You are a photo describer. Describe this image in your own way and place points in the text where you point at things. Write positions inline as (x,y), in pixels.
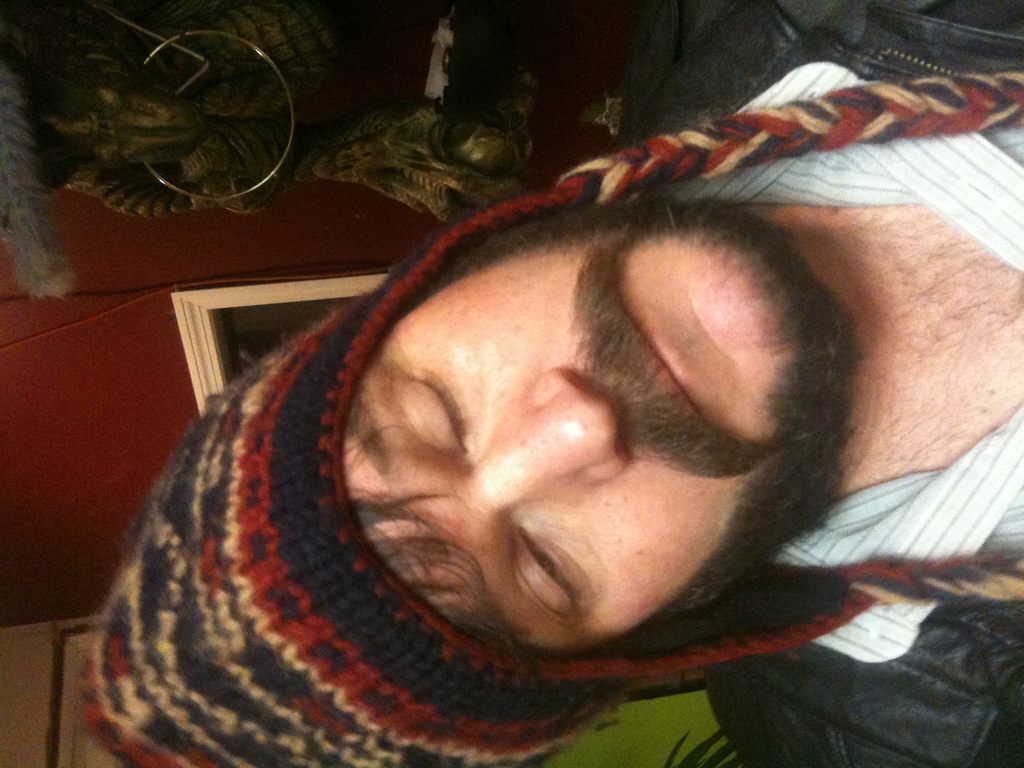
In this image there is one person (682,358) on the right side of this image (763,317) and there is a wall (152,342) on the left side of this image (128,301). There is one object (138,128) on the top of this image (451,98).
